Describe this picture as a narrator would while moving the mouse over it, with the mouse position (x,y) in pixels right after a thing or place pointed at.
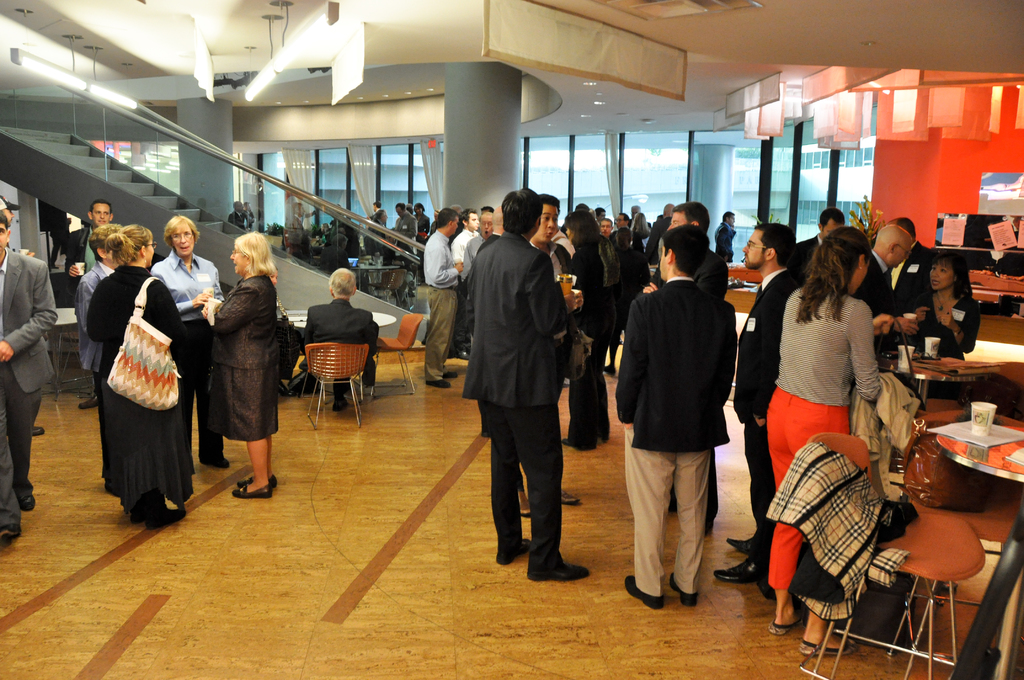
In this image I can see number of people (20,467) are standing. On the both side of this image I can see few tables (952,376), few chairs (956,646) and on the right side (820,456) I can see few clothes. In the background (40,167) I can see stairs (49,176), curtains (305,166), lights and on these tables (977,462) I can see number of glasses (929,340).
